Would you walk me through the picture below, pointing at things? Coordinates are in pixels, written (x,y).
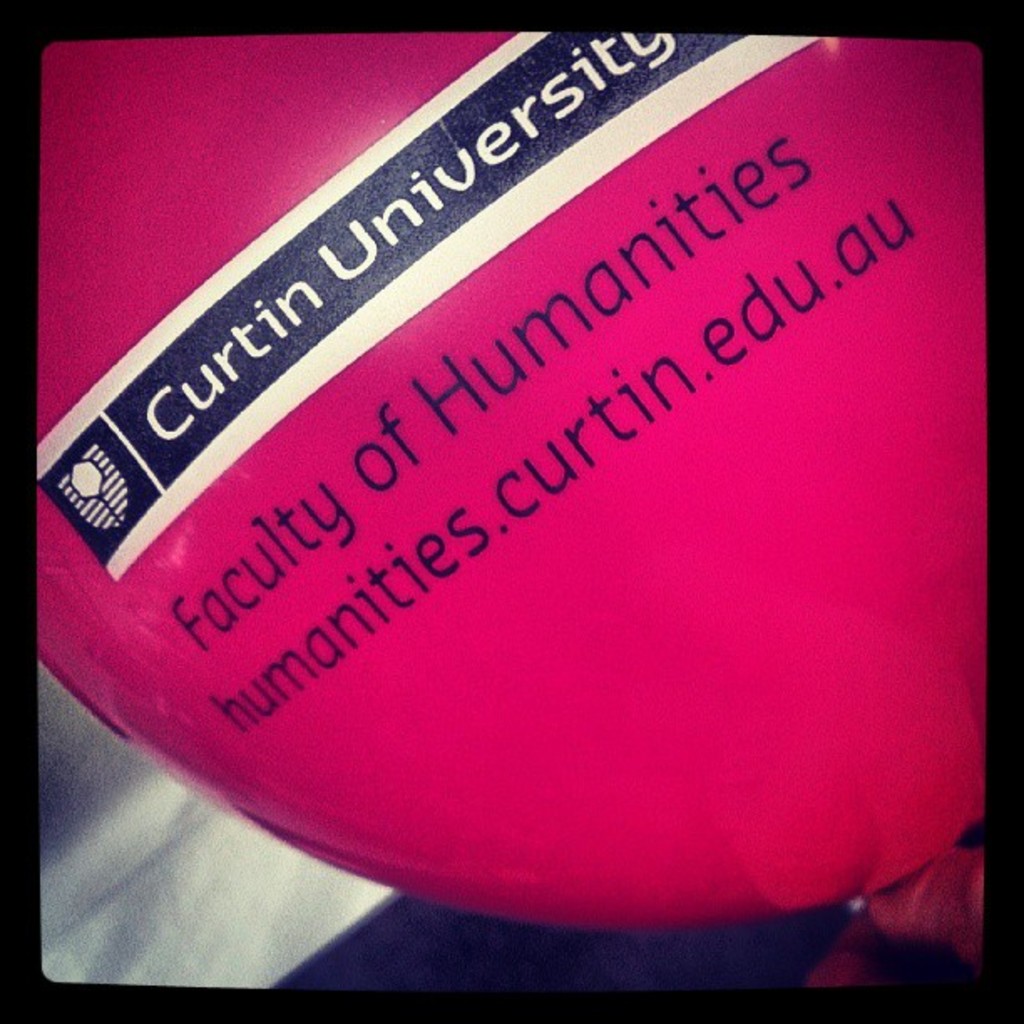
In this picture we can see a balloon (596,643) and some text (381,231) written on it.
